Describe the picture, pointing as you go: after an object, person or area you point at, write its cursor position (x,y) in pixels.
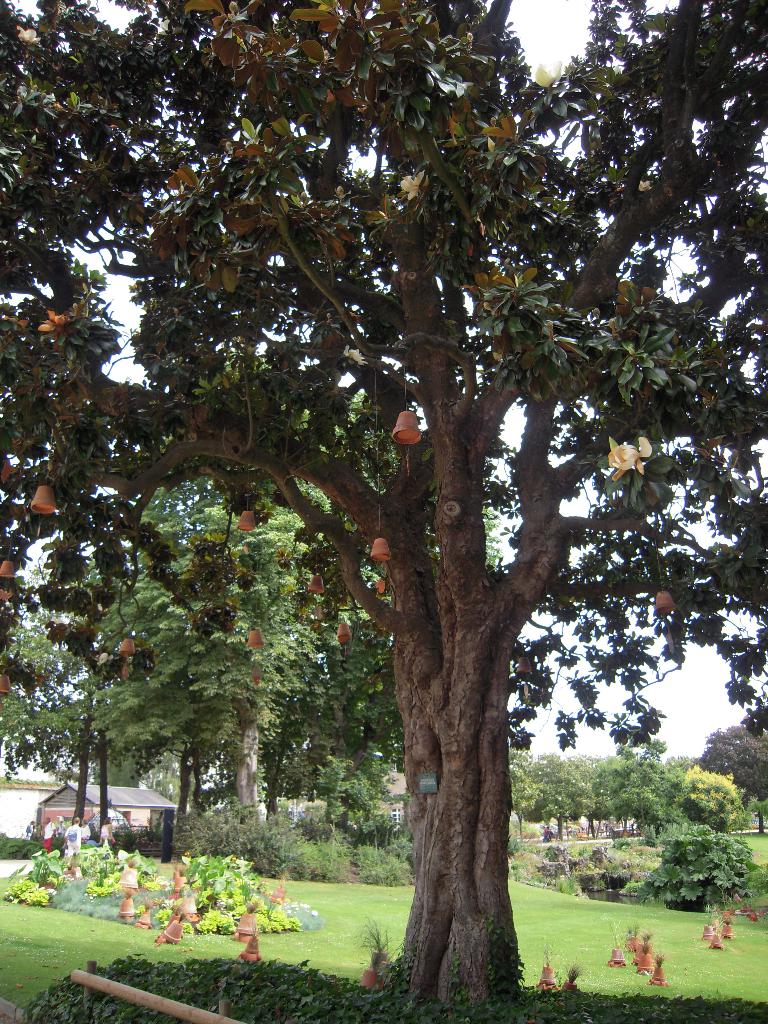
In this image, we can see a tree (468,559) with decorative pieces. Here we can see few plants (637,1016), poles (169,1007), grass (759,969), some objects (647,965), trees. Here we can see a house (133,801), few people (109,829). Background (714,681) there is a sky (700,716).
